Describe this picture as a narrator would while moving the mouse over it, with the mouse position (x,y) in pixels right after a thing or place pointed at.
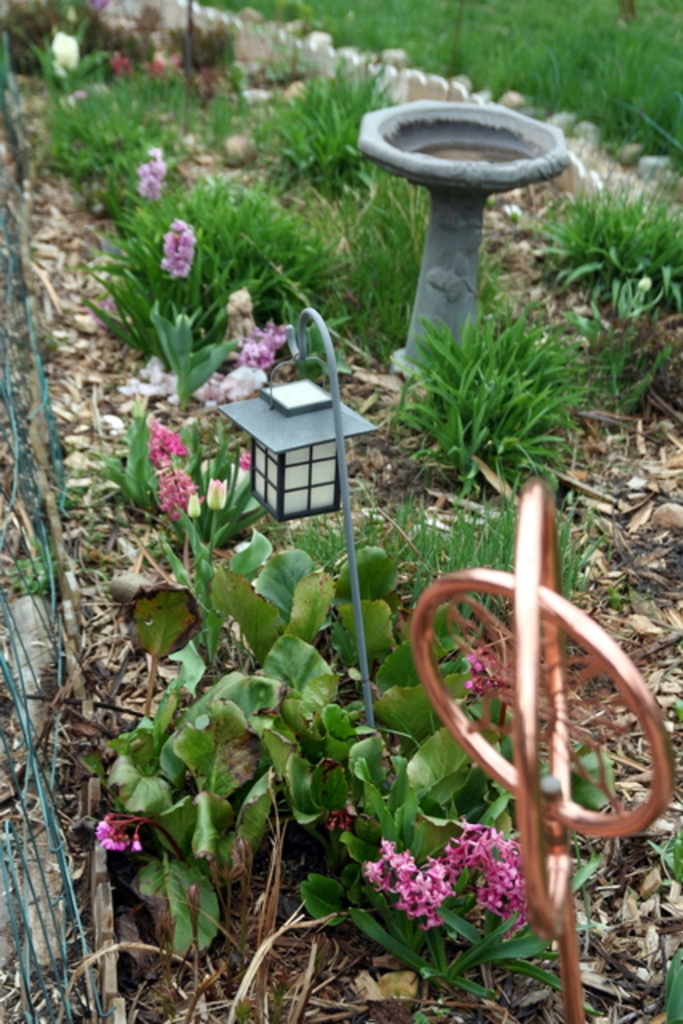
In the center of the image (309,547) we can see the grass (374,329), plants (430,836) with flowers (218,497), one lamp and a few other objects (554,896).
